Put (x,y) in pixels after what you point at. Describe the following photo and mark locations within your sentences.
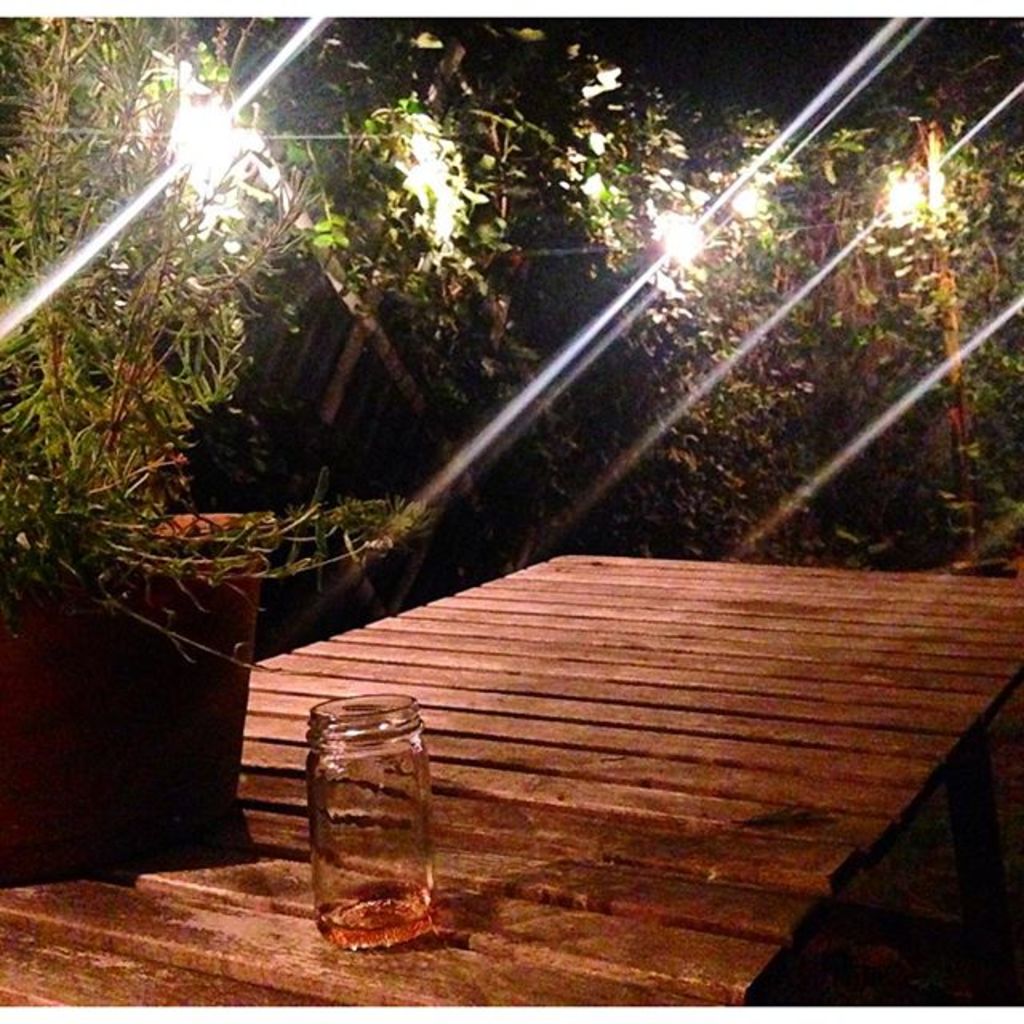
In this picture we can see trees (242,212) and in between trees (471,187) we have lights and in front (84,704) we have flower pot (150,593) with plant (185,480), table (626,560) and on table (468,860) there is glass jar (398,826).
